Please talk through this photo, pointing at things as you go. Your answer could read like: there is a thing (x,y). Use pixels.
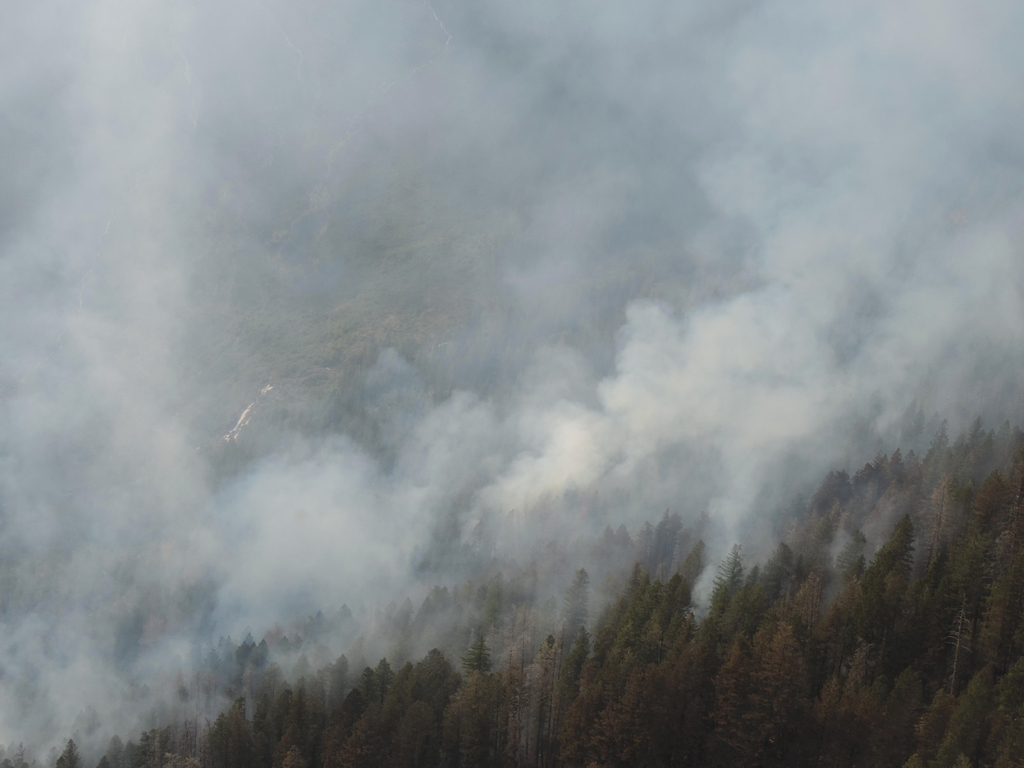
In this image I can see number of trees (271,734) and smoke (216,515).
